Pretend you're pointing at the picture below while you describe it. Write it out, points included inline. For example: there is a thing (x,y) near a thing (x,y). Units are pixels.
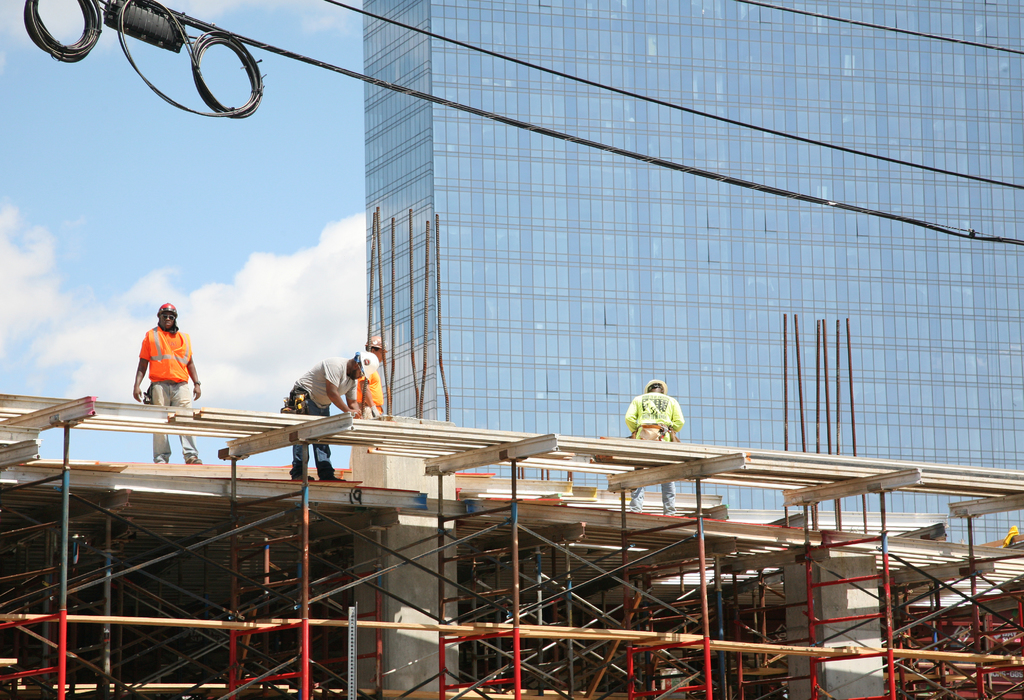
In this picture I can see a building (720,300) and I can see few people (640,411) standing on the under construction building (314,440) and they wore caps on their heads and I can see a blue cloudy sky (203,210).
